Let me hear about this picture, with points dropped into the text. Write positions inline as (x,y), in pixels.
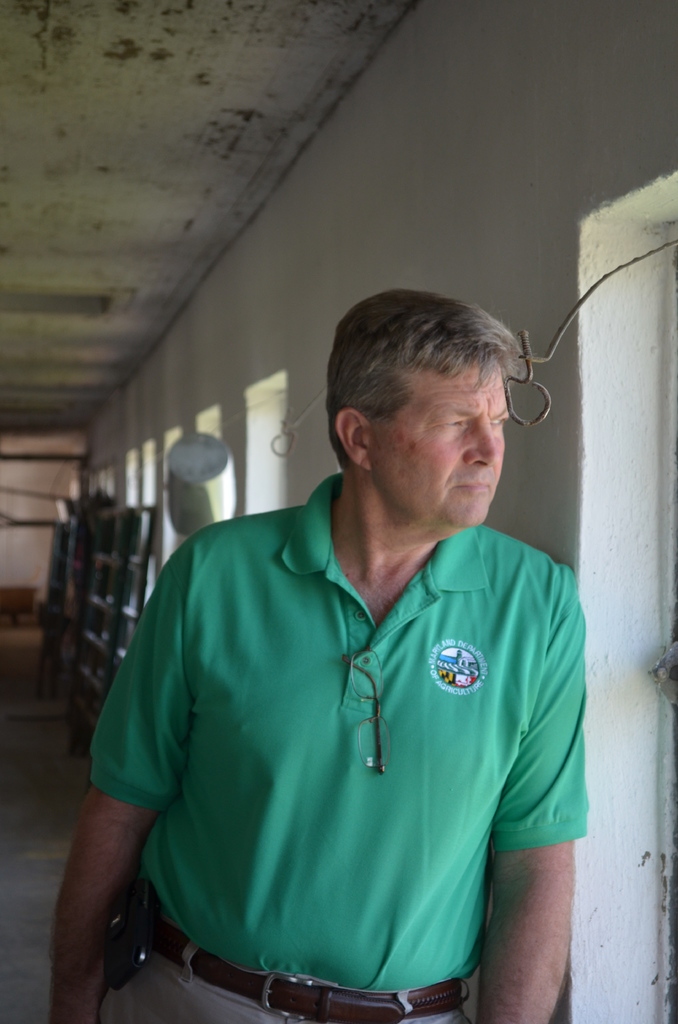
This image consists of a man (425,843) wearing green T-shirt (346,612). In the background (418,239), there is a wall (331,305) in white color. At the top (119,125), there is a roof (103,139). At the bottom (41,833), there is a floor (19,867).
